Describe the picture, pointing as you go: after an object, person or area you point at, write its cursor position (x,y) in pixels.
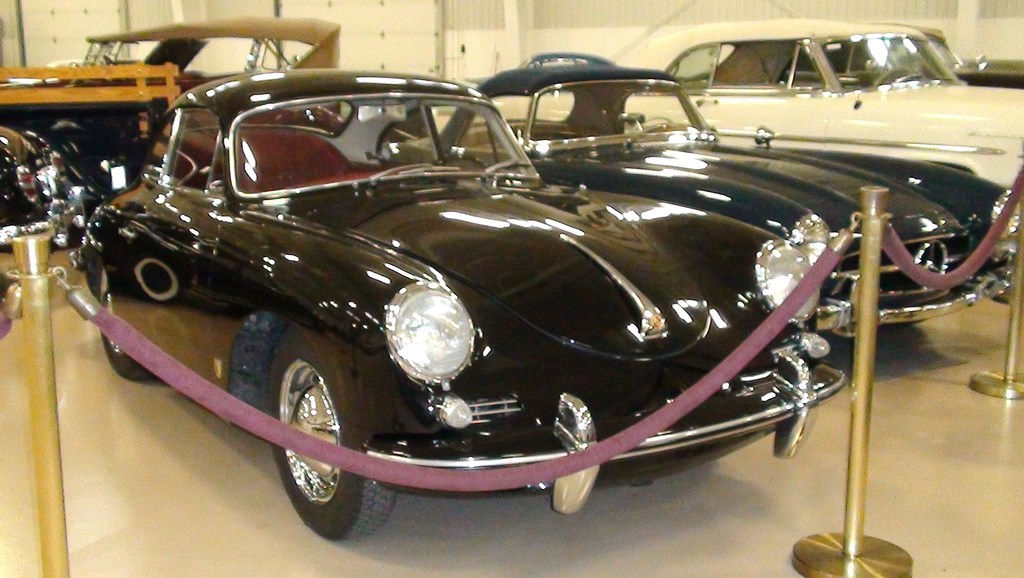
In this picture we can see cars (687,109), there are metal rods (1012,371) in the front (870,487), we can see ropes (714,375) here.
